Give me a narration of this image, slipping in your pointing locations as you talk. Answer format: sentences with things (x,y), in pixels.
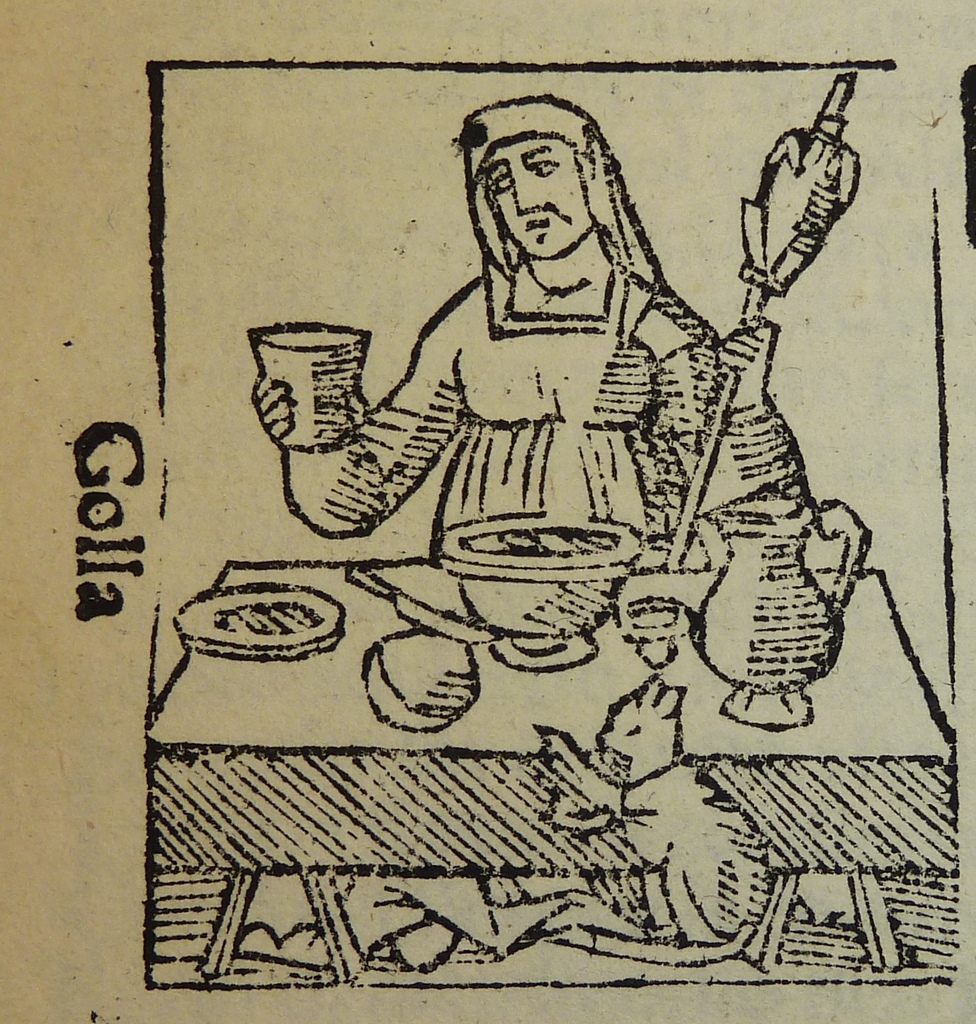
Here we can see drawing (715,684) on a paper (95,98). In the image we can see a person (384,472) is holding a cup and stick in the hands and on the table (586,708) there are bowls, plate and a jug (720,597) and at the bottom (724,863) there is an animal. On the left (84,539) there is a text (85,597) written on the image.
